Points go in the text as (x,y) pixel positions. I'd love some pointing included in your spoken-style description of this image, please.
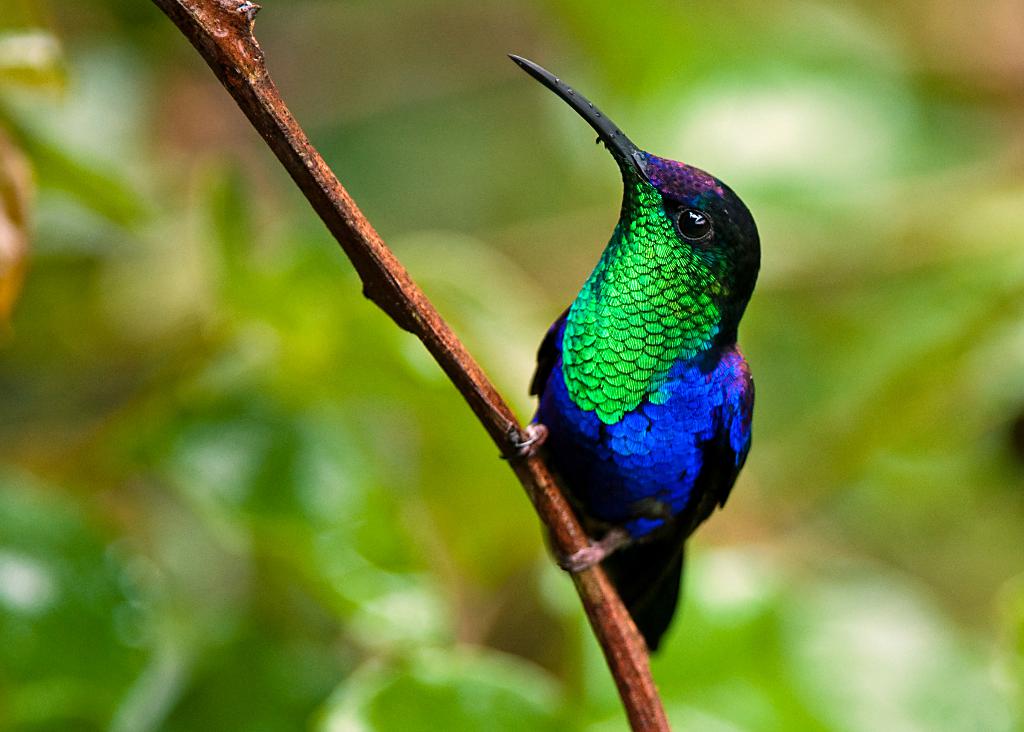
This is a zoomed in picture. In the center (682,269) there is a bird (655,367) seems to be standing on an object (236,54) which seems to be the branch of a tree (347,235). The background of the image (303,258) is blurry.
